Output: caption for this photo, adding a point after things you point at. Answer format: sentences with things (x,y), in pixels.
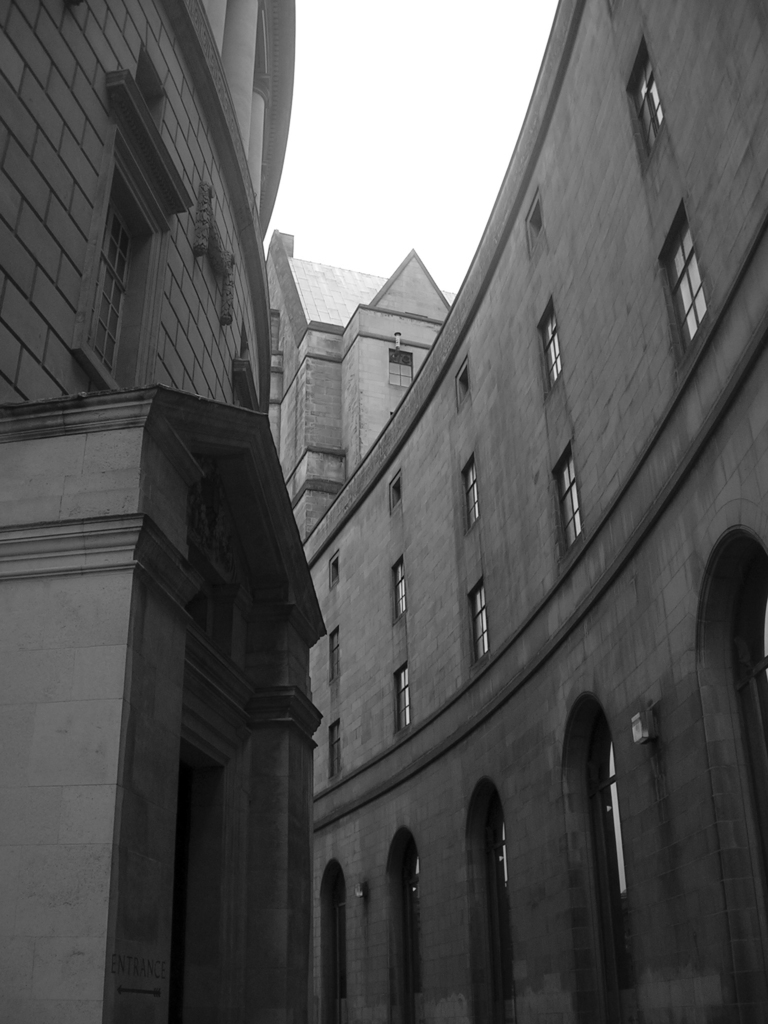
This is black and white picture, we can see buildings (79,634), windows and sky (406,120).
